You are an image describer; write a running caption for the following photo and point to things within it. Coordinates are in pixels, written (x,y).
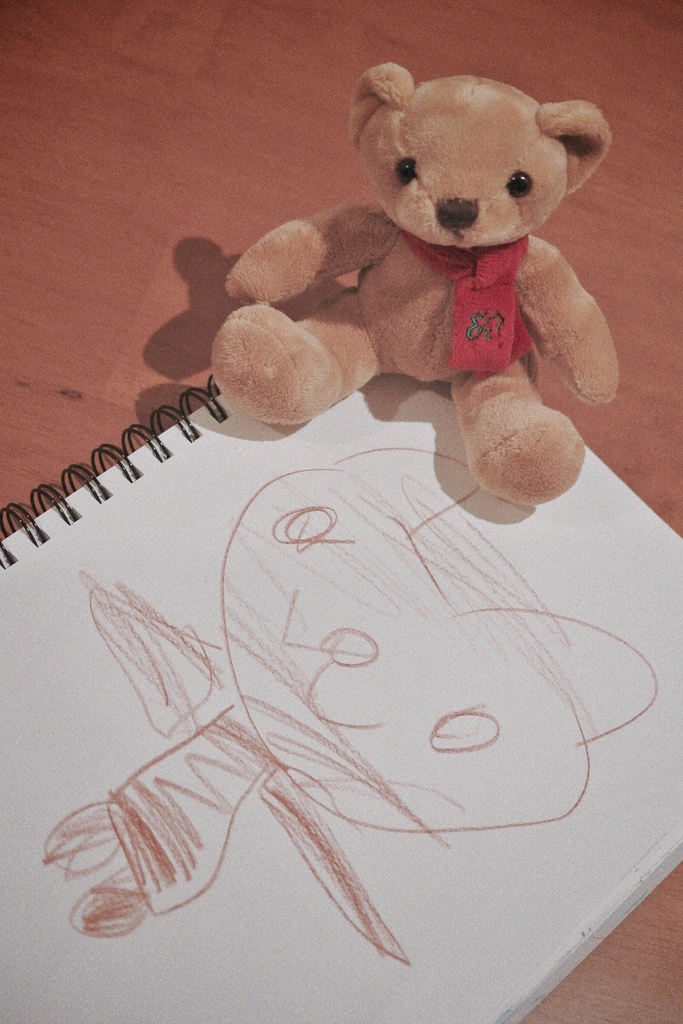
In this picture we can see a teddy bear (517,126) on a book (583,667) and this book (198,659) is placed on a table (651,187).
